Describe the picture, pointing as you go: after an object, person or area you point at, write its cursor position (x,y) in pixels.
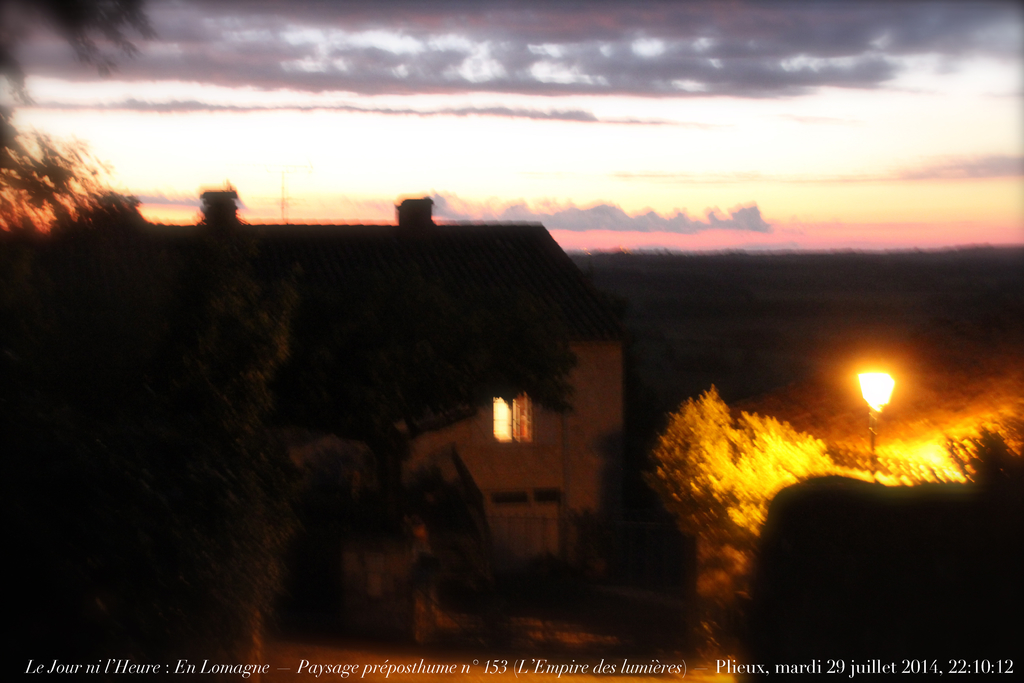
This is a blurred image. In this image we can see a building (539,416) with light (504,414). On the right side (873,378) there is a light pole (881,392). Also there are trees (745,511). In the back (493,114) there is sky (485,112).
